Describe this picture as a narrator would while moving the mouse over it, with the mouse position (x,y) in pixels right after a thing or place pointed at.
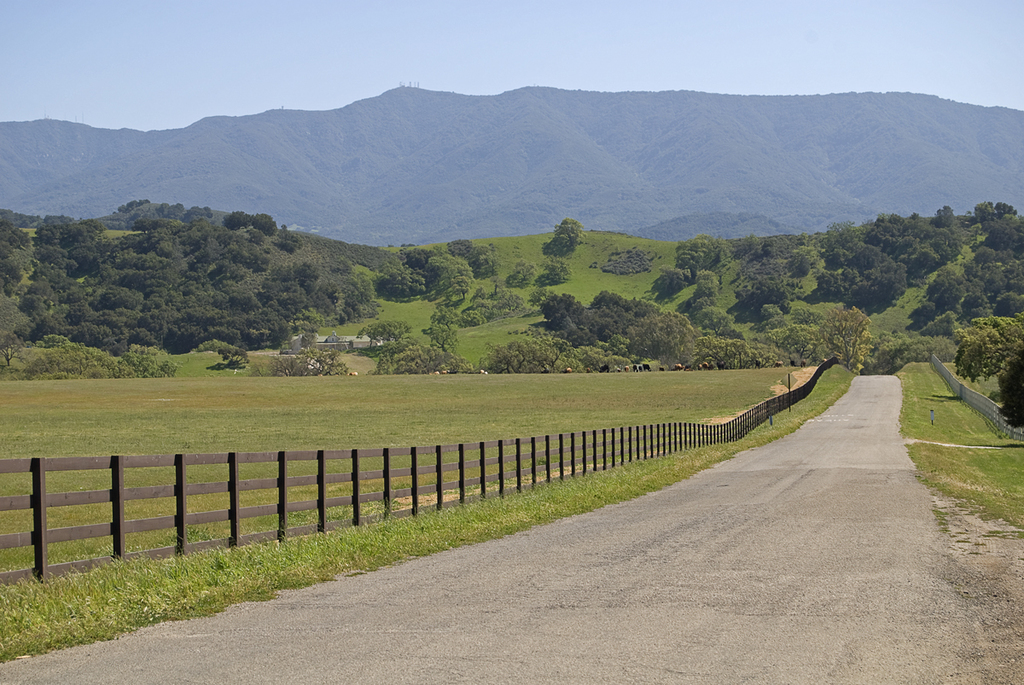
In this picture in the front (409,475) there is a wooden fence (275,485) and there's grass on the ground (423,440). In the center (374,381) there is grass (506,391) on the ground (528,382) and in the background (272,203) there are trees (936,233) and mountains (742,157) and the sky (640,58) is clear.
